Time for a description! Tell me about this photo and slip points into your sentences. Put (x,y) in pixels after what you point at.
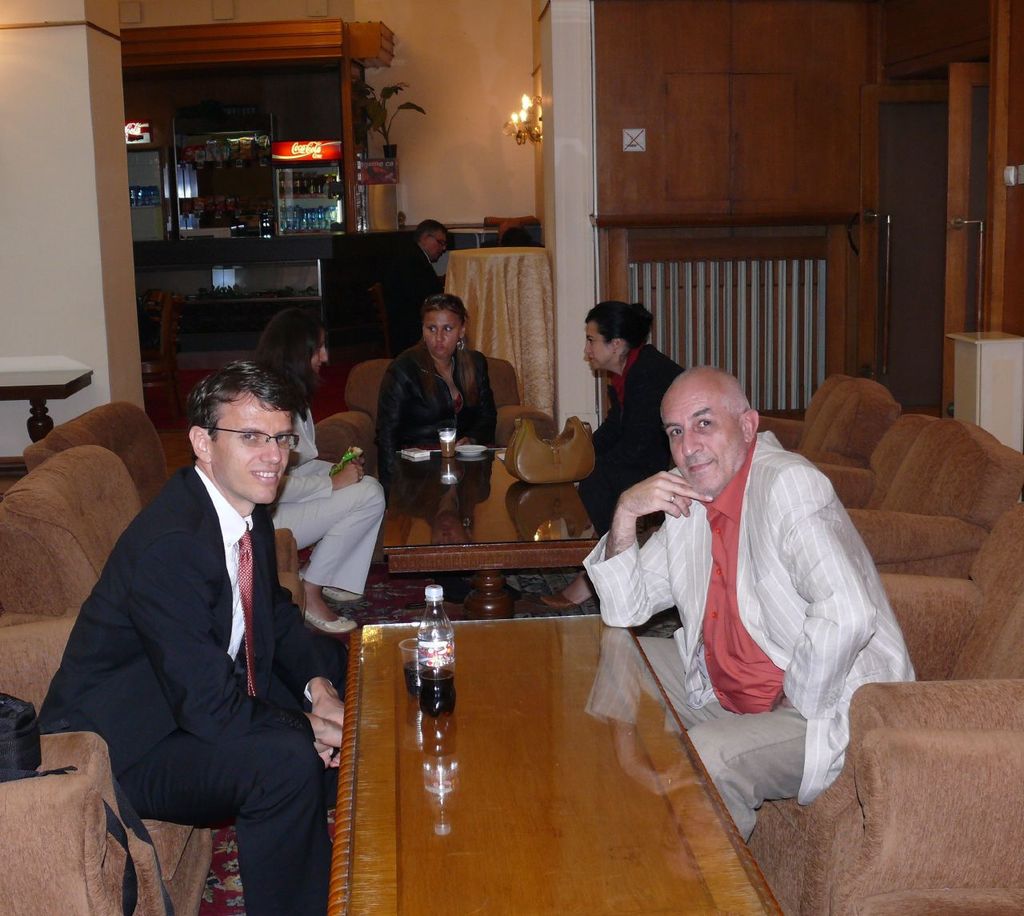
Here we can see some persons (345,542) are sitting on the sofa (873,890). These are the tables (496,509). On the table (432,815) there is a bottle (448,693) and a glass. On the background (424,202) there is a wall (472,47) and this is plant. There is a cupboard (751,222) and this is light (531,122).
